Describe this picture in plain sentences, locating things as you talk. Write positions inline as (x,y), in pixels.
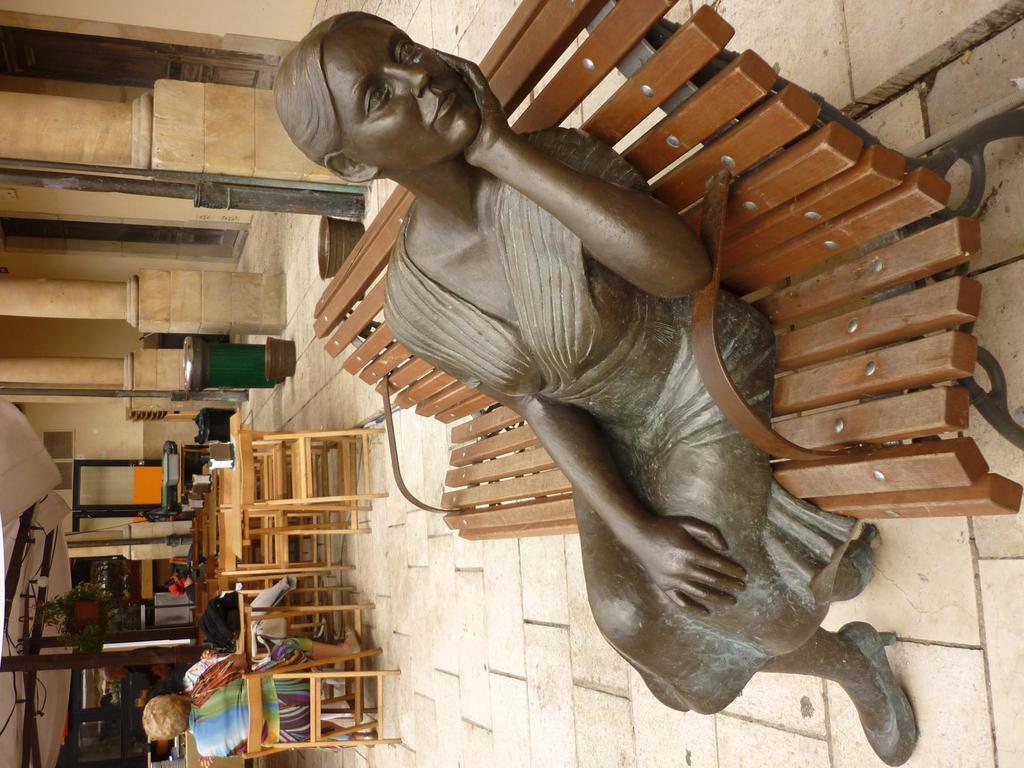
In the picture we can see a path (750,710) with a bench (749,147) on it we can see a sculpture (658,631) of a woman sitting and some far away from it we can see some chairs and a person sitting on it and in the background (66,91) we can see a wall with a door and besides we can see some poles (0,390) and a dustbin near it.
